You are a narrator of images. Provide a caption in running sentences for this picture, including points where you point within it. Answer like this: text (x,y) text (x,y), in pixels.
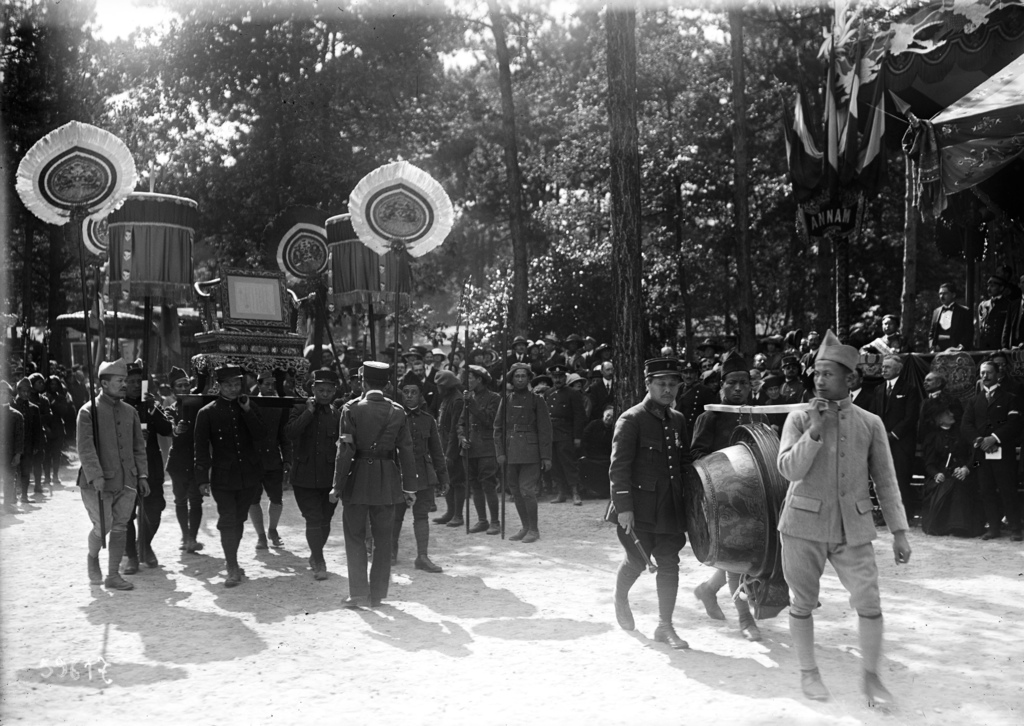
In this black and white image, we can see a crowd (398,413) standing and wearing clothes (323,443). There are some persons (323,443) holding a throne (300,361) on the shoulders (243,398). There are two persons (873,451) on the right side of the image (884,452) holding something on their shoulders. In the background of the image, there are some trees (464,100).
